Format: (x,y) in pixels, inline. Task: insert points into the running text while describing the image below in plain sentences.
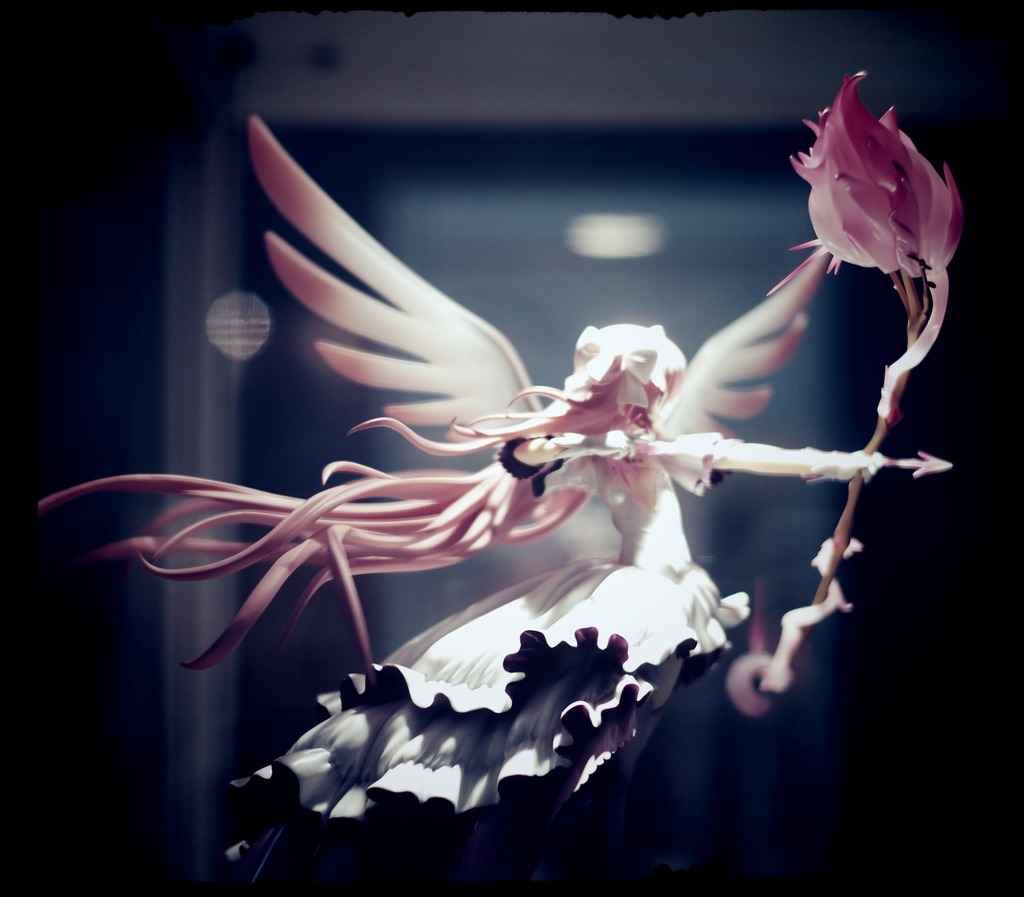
In this picture we can see a small statue (420,671). It looks like the statue (406,554) of an angel (446,732) holding an arrow (926,455) and a bow (903,219). We can see a light (632,253) in the background (592,247). Background (630,268) is blurry.
